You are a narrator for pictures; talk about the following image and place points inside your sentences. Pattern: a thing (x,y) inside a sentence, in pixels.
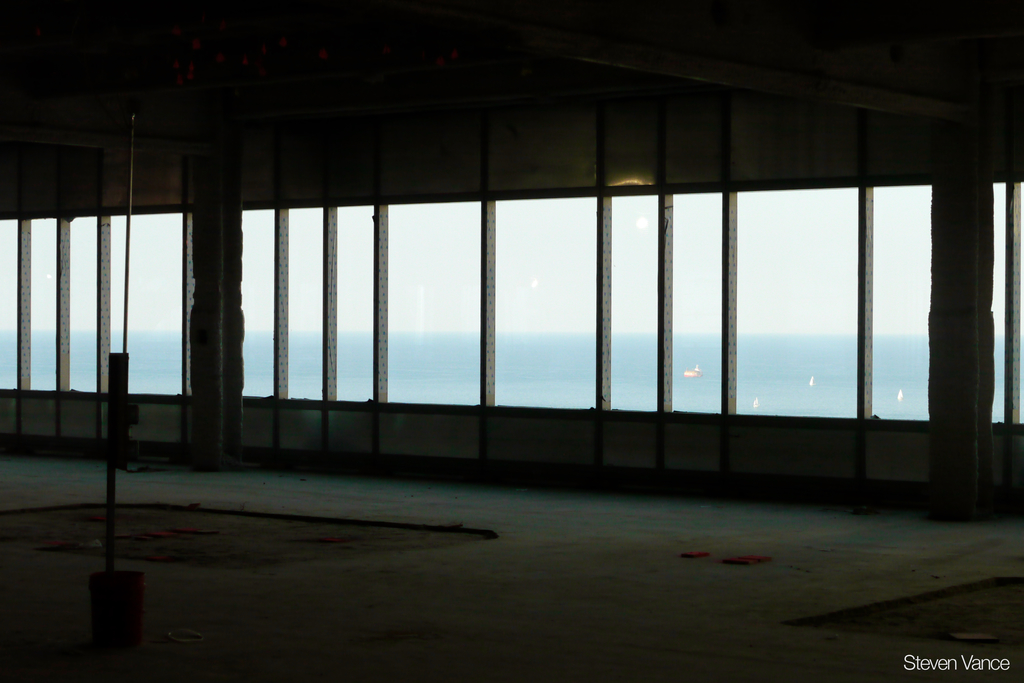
This is the inside picture of the building (38,639). In this image there is a pole (120,442). There are pillars (970,205). On top of the roof (379,72) there are some objects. There are glass windows (575,364) through which we can see boats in the water (644,410). In the background of the image (571,267) there is sky (569,246). There is some text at the bottom of the image (968,666).
